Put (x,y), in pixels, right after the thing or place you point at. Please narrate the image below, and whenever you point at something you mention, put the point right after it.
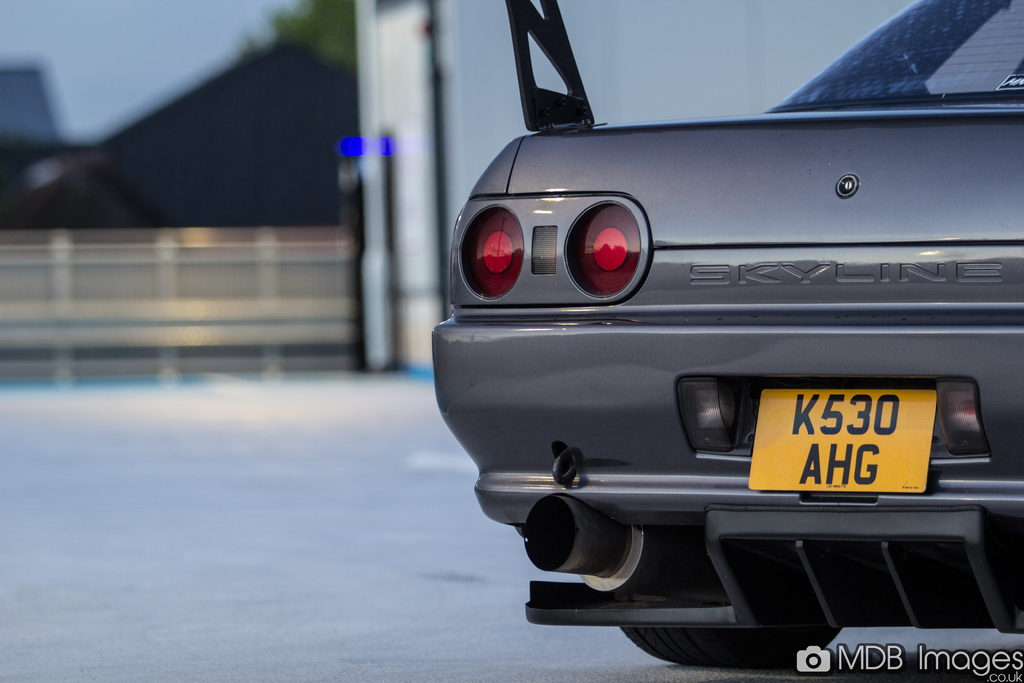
In this image I can see the ground (282,572) and a car (639,301) which is black, red and yellow in color on the ground (295,568). I can see the blurry background (327,5) in which I can see few trees (329,50), the sky (146,41) and few other objects (368,48).
